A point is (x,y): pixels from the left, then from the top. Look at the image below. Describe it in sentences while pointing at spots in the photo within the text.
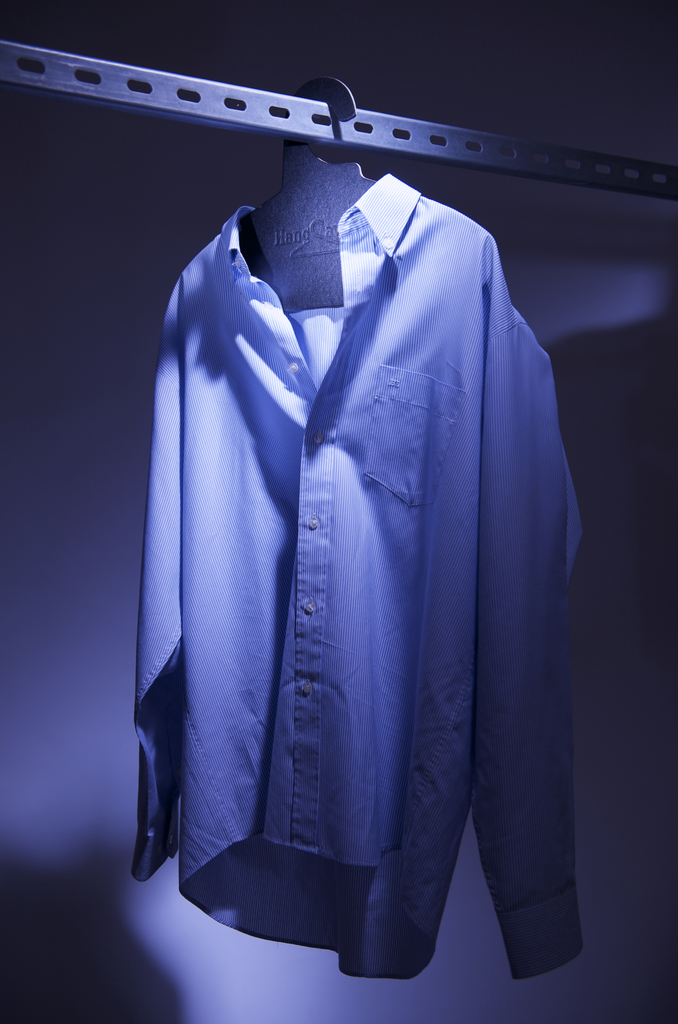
In this image there is a hanger (328,180) hanging to a metal rod (418,133). There is a shirt (349,263) on the hanger (296,263). Background (643,682) there is a wall (653,727).
